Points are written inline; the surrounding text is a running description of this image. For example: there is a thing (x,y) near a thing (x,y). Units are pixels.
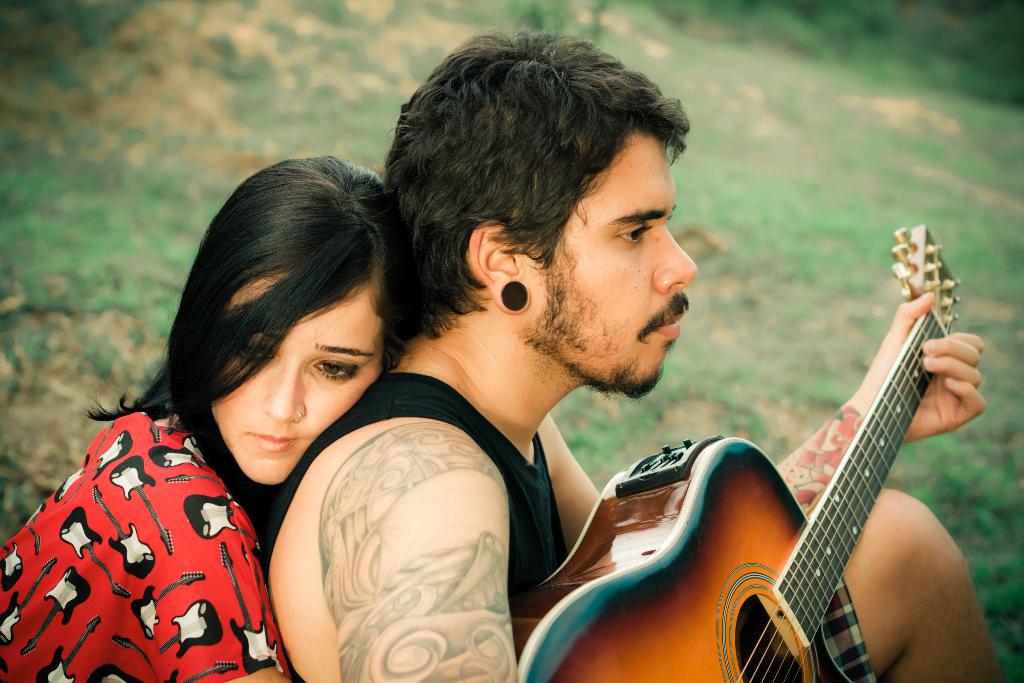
This picture is mainly highlighted with a woman (254,463) hugging a man (552,537) from backside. This man (568,461) is playing a guitar (800,528). This is a grass (125,111).
